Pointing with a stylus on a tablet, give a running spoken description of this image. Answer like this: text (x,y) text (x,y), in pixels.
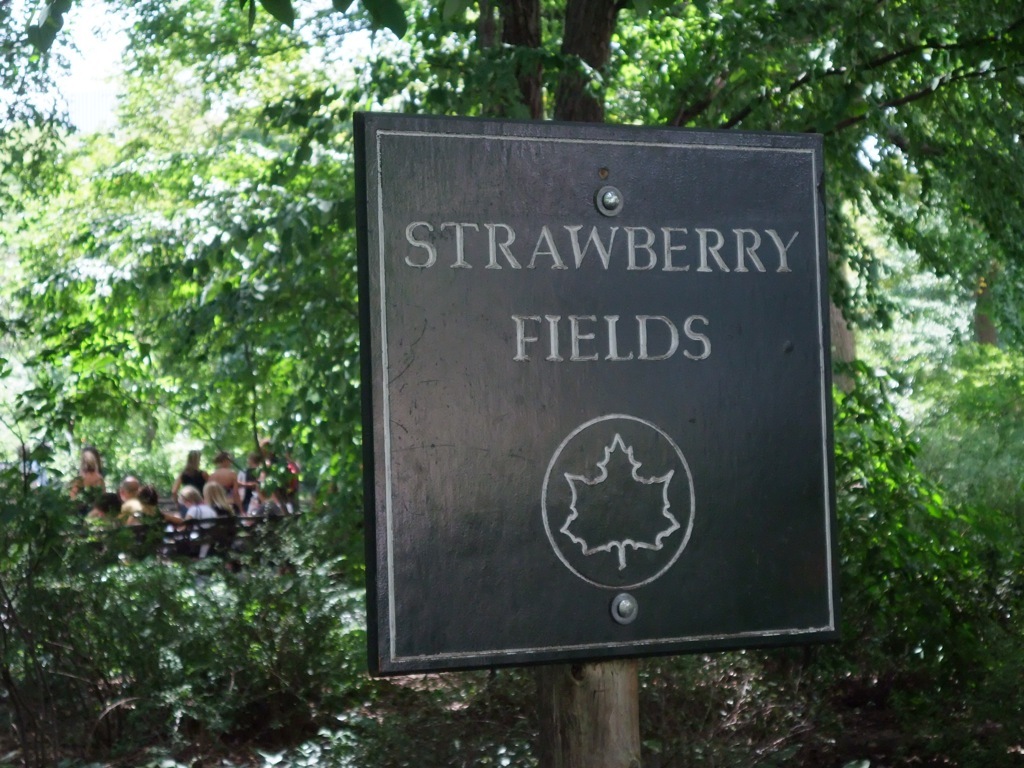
In the middle of the image (555,358) we can see a noticeboard (541,346), in the background (94,454) we can find few trees (332,324) and group of people (189,455), few are seated on the bench (193,544) and few are standing.
